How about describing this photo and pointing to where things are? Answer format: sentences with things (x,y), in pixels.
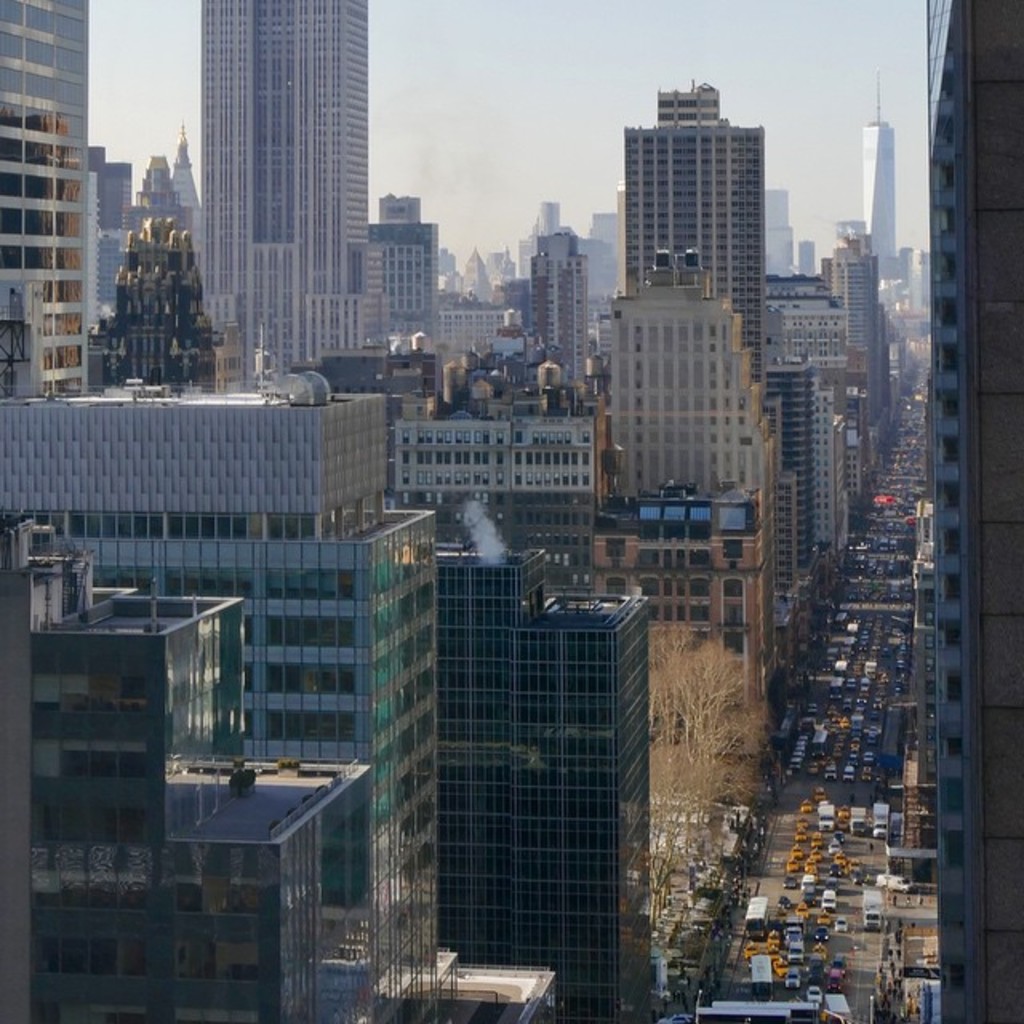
In this image I can see many vehicles (897,438). In the background (494,334) I can see many buildings (379,642) in white and brown color and the sky (596,97) is in white color.
